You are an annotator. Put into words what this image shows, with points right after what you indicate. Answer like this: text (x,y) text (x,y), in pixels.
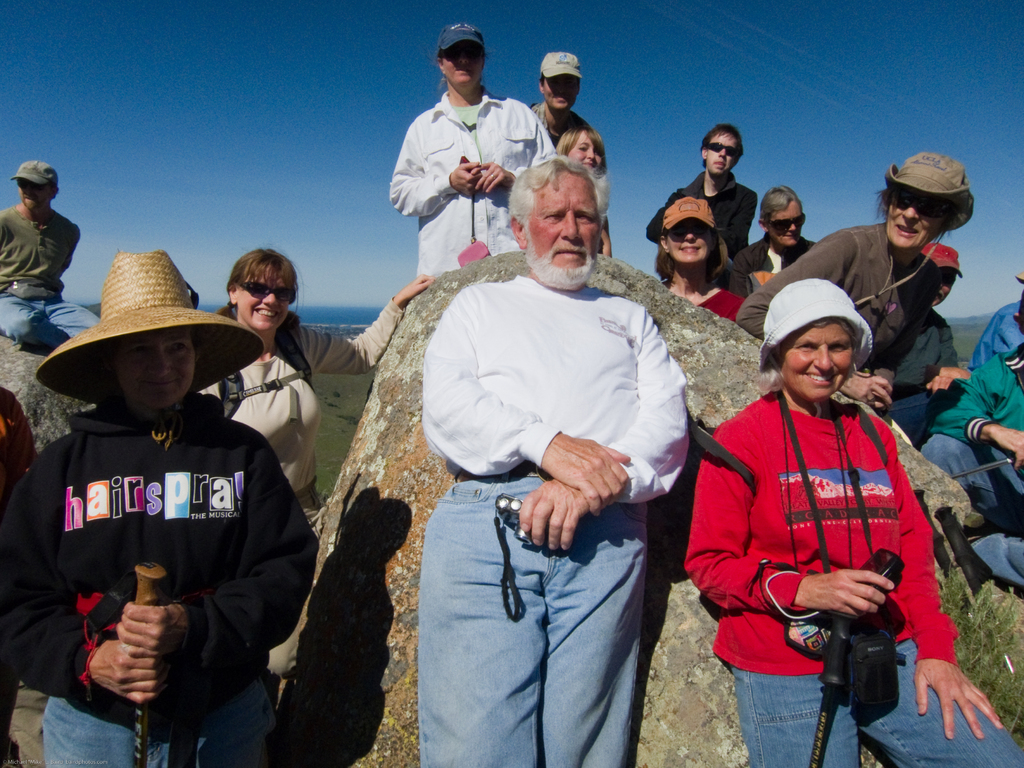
In the foreground of the picture (457,326) there are many people (861,287) standing. In the foreground (570,575), in the center (566,460) there is a man (522,569) holding camera (523,539). On the left (179,612) there is a woman (133,618) holding stick (139,576). On the right (855,446) there is a woman (776,751) holding stick (831,702). Behind them there is a rock (409,346). Sky (352,238) is clear and it is sunny.
